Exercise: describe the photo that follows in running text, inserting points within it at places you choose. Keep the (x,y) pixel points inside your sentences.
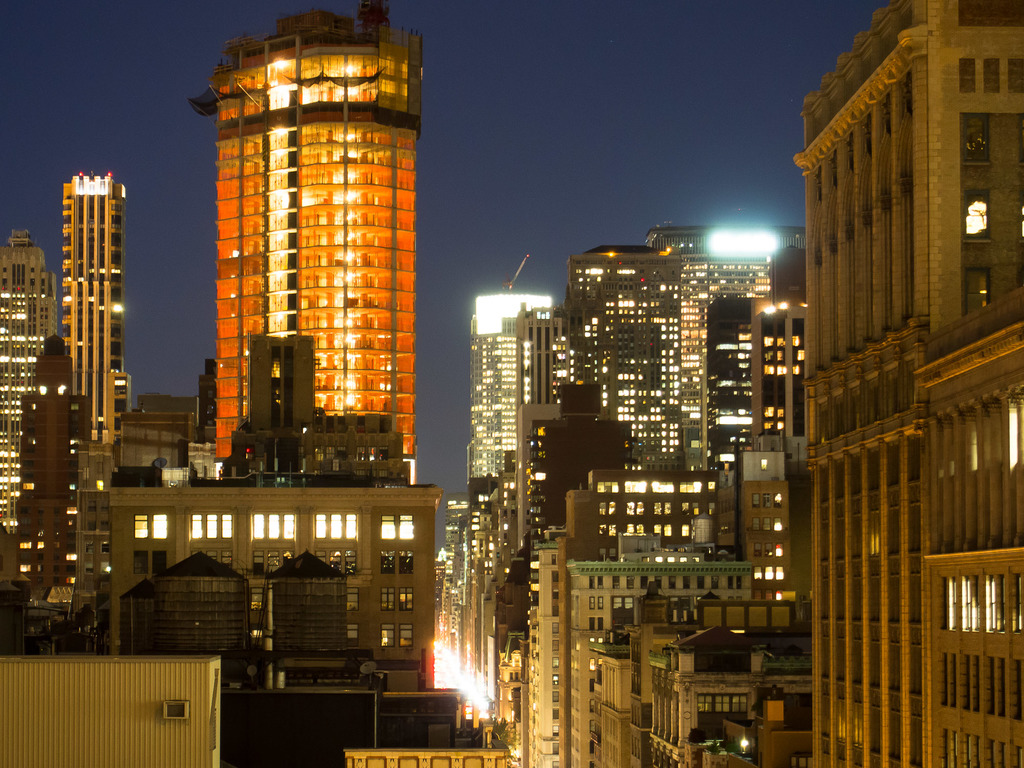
In the picture I can see few buildings (624,416) which has few lights (510,360) in it.
